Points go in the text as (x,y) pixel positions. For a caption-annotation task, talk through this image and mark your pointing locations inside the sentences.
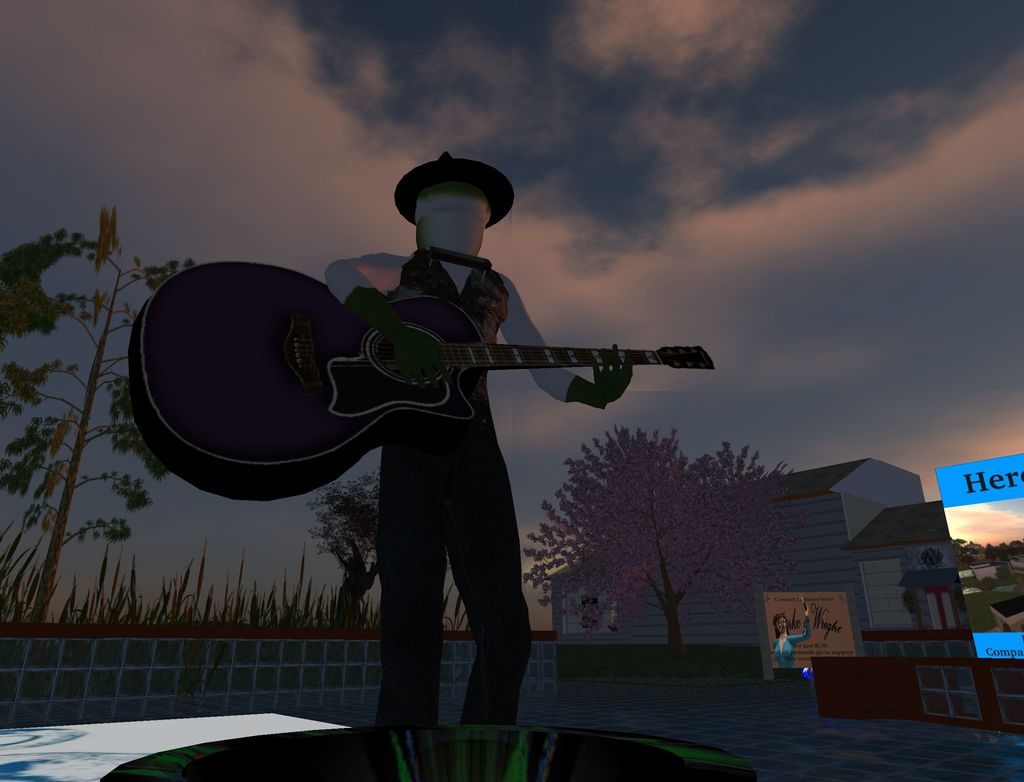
This is an animated image. In this image we can see a person (464,444) standing holding a guitar (423,433). On the backside (698,635) we can see a house (698,635), some plants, trees (553,552), the sign boards (829,623) with some text (817,652) on it and the sky (838,342) which looks cloudy.
